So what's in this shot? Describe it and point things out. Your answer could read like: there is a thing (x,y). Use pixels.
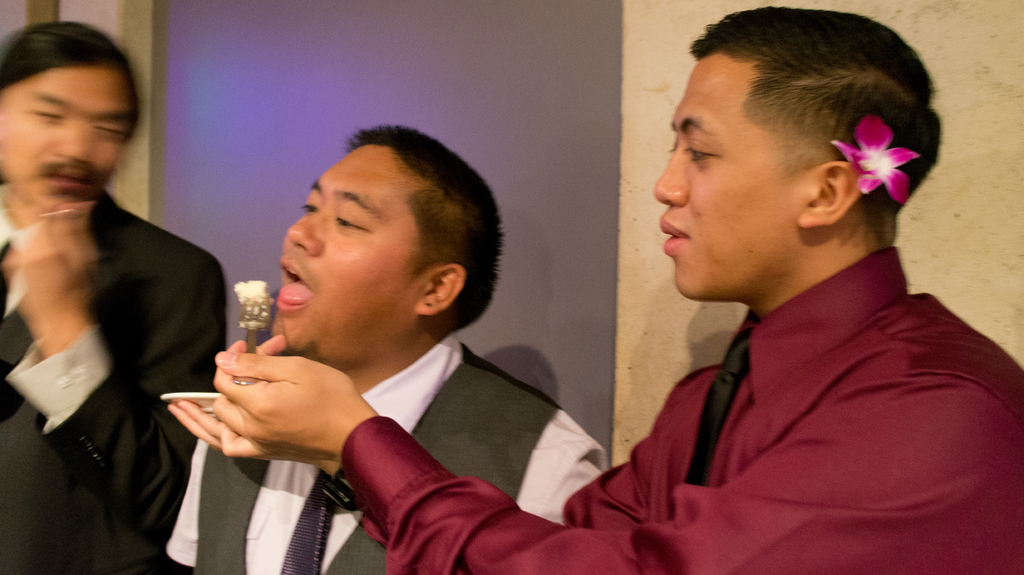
In the image we can see three men (312,416) wearing clothes (169,416). Here we can see a flower (865,150), pink and white in color. The right side man (736,334) is holding a spoon (255,314) in one hand (245,366) and on the other hand (215,414) there is a plate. Here we can see the wall (963,106) and the left side (171,359) image is slightly blurred.
